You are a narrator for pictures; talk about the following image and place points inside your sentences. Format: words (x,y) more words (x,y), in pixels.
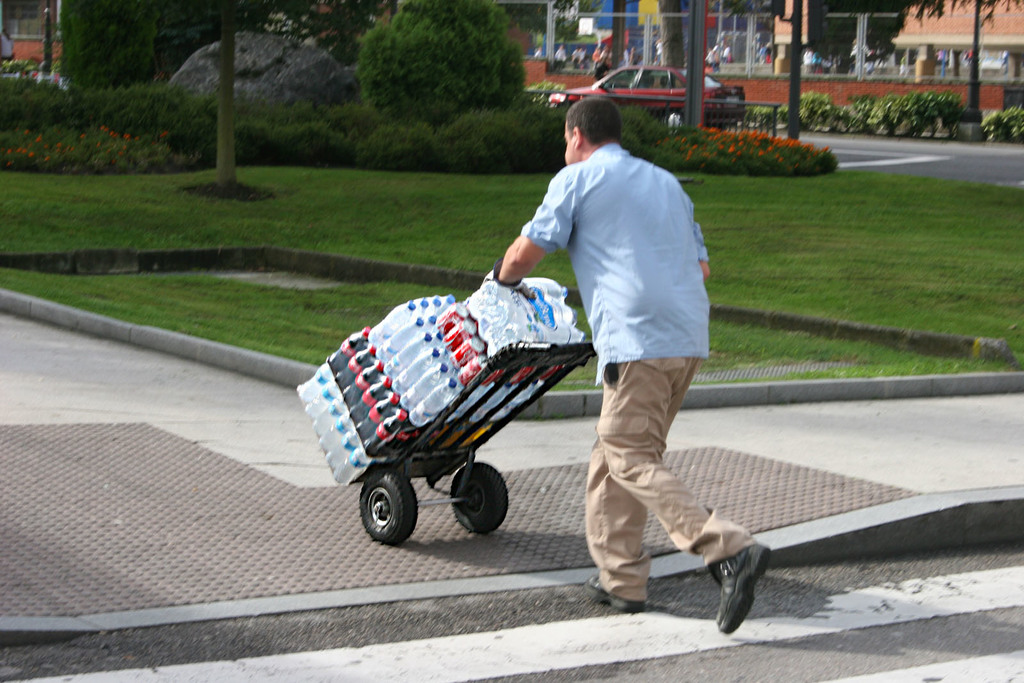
In this image in front (348,432) there is a person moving the trolley (544,360) with the water bottles (422,348). At the center of the image (445,245) there is grass (758,270) on the surface (799,251). There are plants (744,169), rocks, trees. There is a car (672,92) parked on the road (860,151). At the background of the image (897,52) there are buildings (950,47) and we can see a people (727,52) walking on the road (929,163).
